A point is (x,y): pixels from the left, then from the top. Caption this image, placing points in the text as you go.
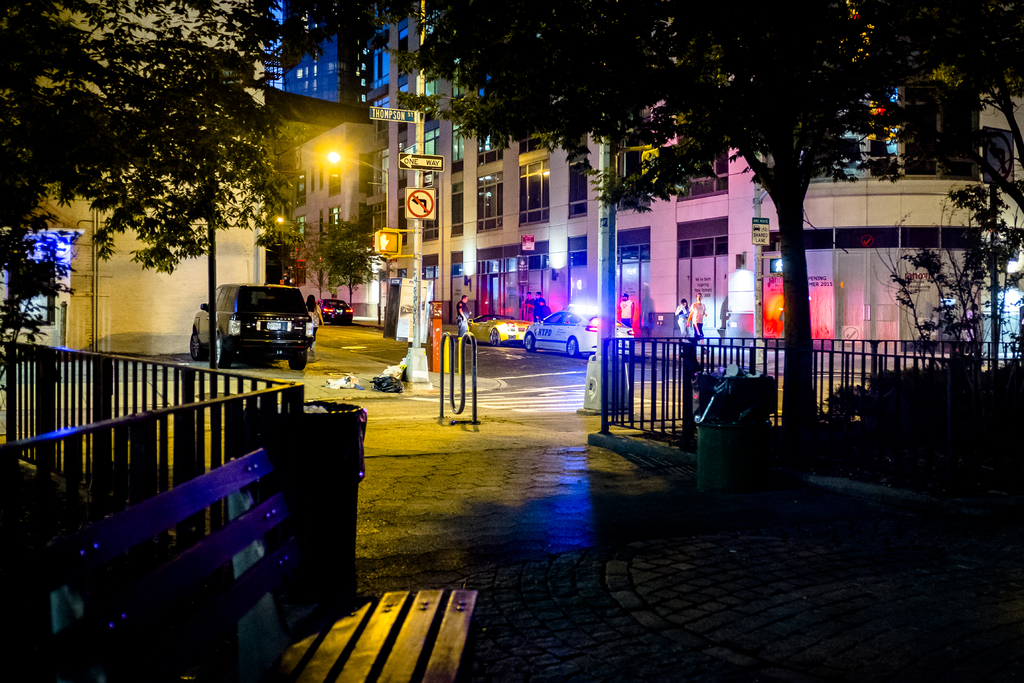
As we can see in the image there are buildings (315,188), lights (330,162), poles (600,203), vehicles (302,304), trees (29,61), few people (683,317) here and there and fence (182,392). Here there is a dustbin (736,472).
